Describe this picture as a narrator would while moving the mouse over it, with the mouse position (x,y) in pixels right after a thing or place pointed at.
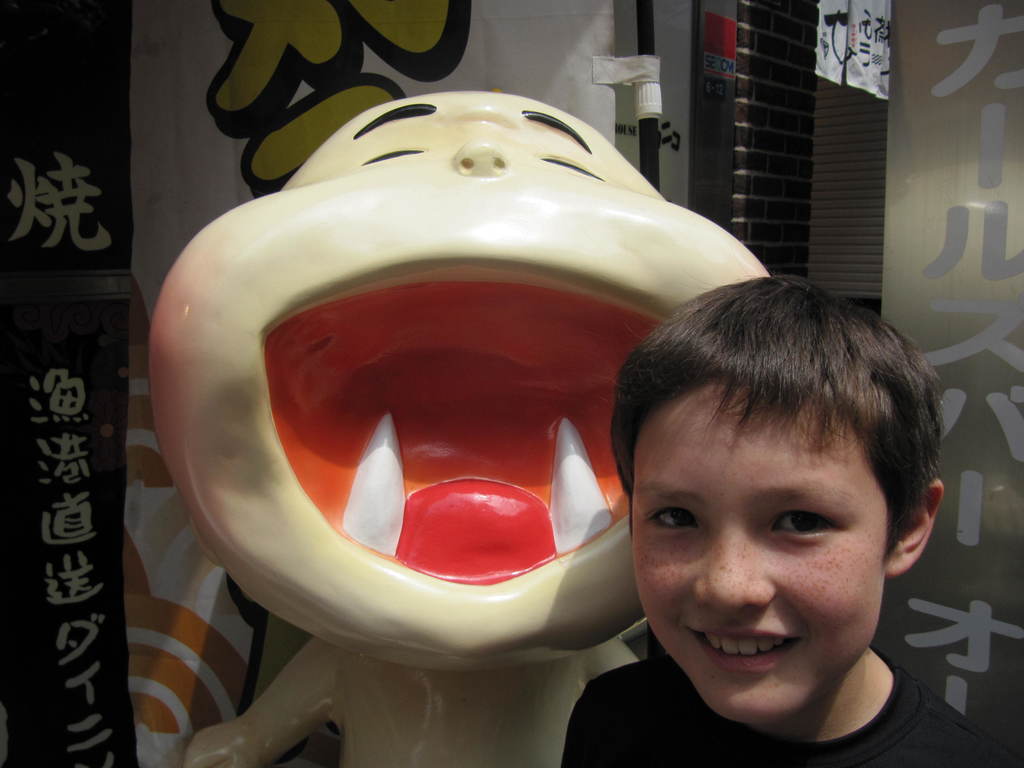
In this picture we can see a boy (698,657) and behind the boy (639,568) there is a statue (408,495) and a wall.
